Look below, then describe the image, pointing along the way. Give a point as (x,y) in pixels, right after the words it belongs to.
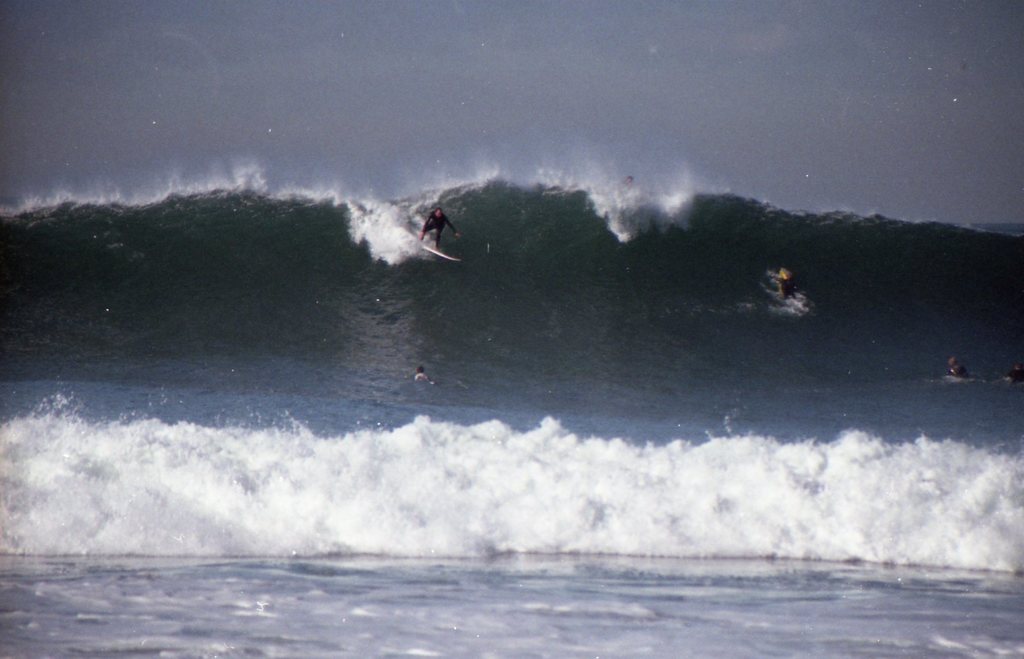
In the image the person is surfing in the sea (455,284), at the top (615,103) it's a sky (596,105).
